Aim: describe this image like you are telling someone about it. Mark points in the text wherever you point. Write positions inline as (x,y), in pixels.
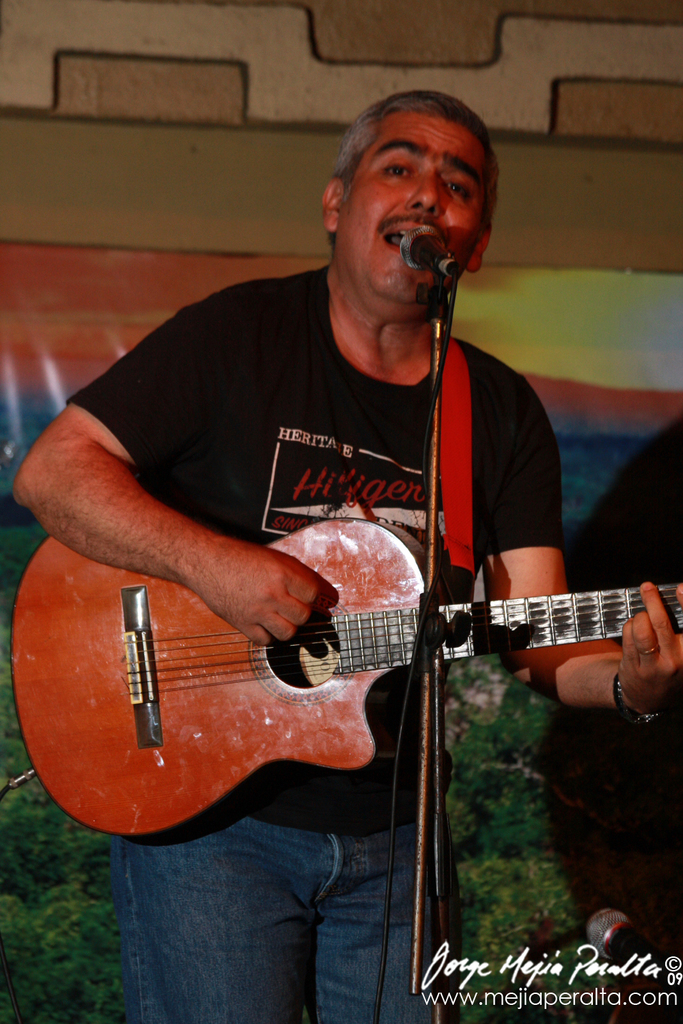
In the image we can see one man (209,930) standing and holding guitar (342,649). In front there is a microphone (433,238). In the background (634,163) there is a wall (510,140) and grass (505,892).
